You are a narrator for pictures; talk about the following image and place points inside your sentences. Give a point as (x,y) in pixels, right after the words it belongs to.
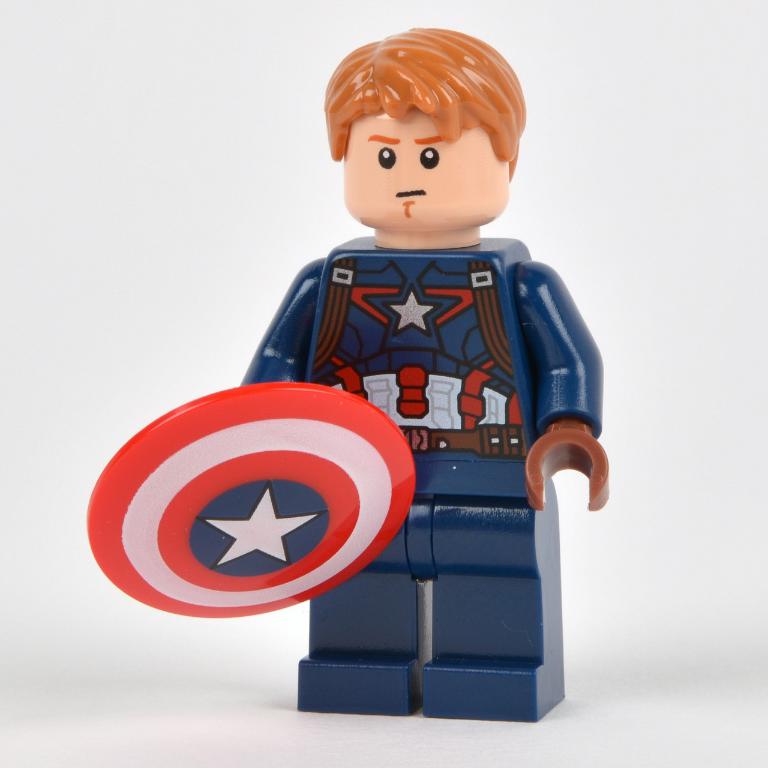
In the picture I can see a blue toy (492,358) which is holding a shield (284,477) in its hand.
